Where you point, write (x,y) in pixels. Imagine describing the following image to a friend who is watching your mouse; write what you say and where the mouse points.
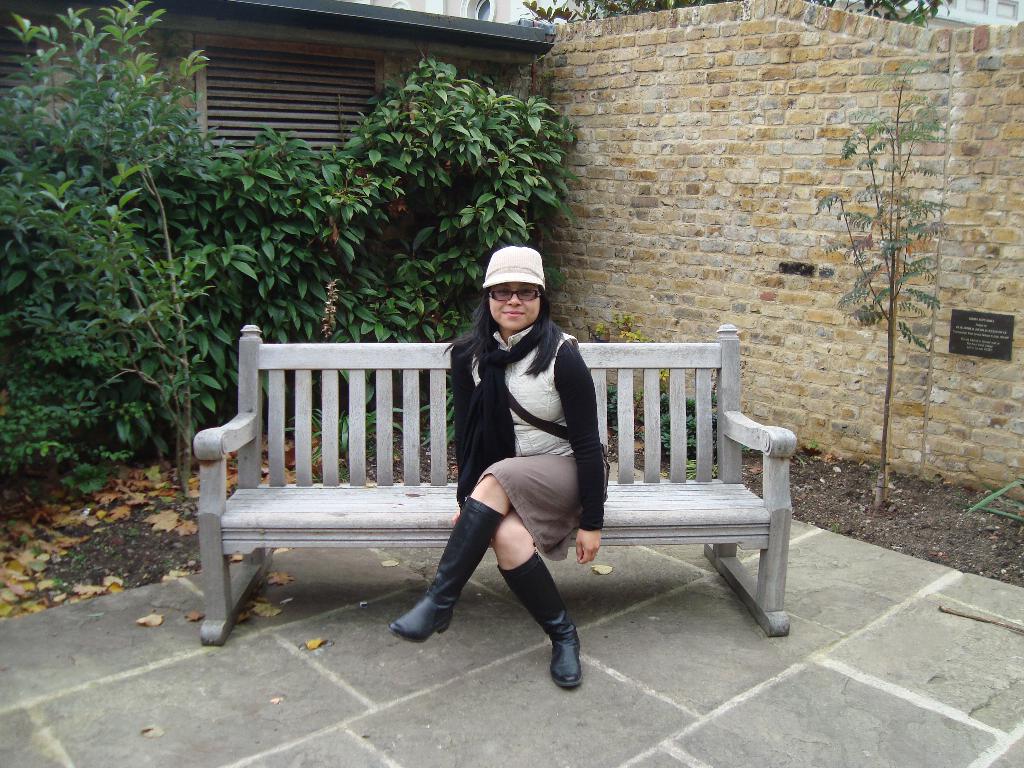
In this picture we can see the woman (480,474) sitting on the bench (446,489), smiling and giving a pose to the camera. Behind we can see some plants (388,244) and brick wall (794,188).
